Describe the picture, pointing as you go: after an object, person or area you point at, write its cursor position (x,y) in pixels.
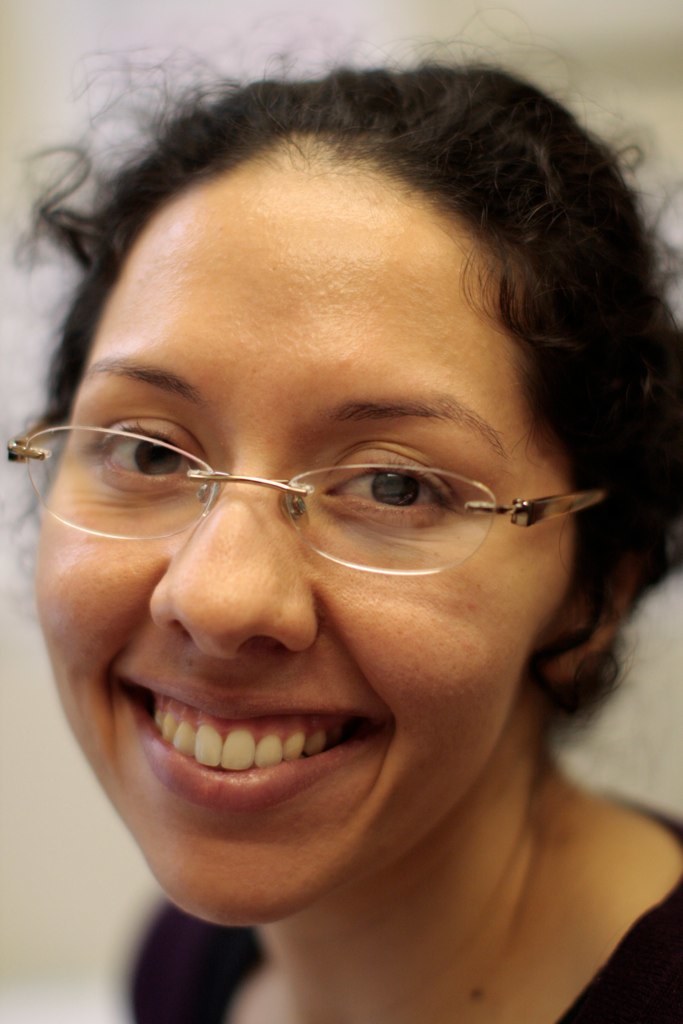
This image consists of a woman (446,869) wearing black dress (679,989) and spectacles (254,478). In the background (13,657), there is a wall (3,718).
